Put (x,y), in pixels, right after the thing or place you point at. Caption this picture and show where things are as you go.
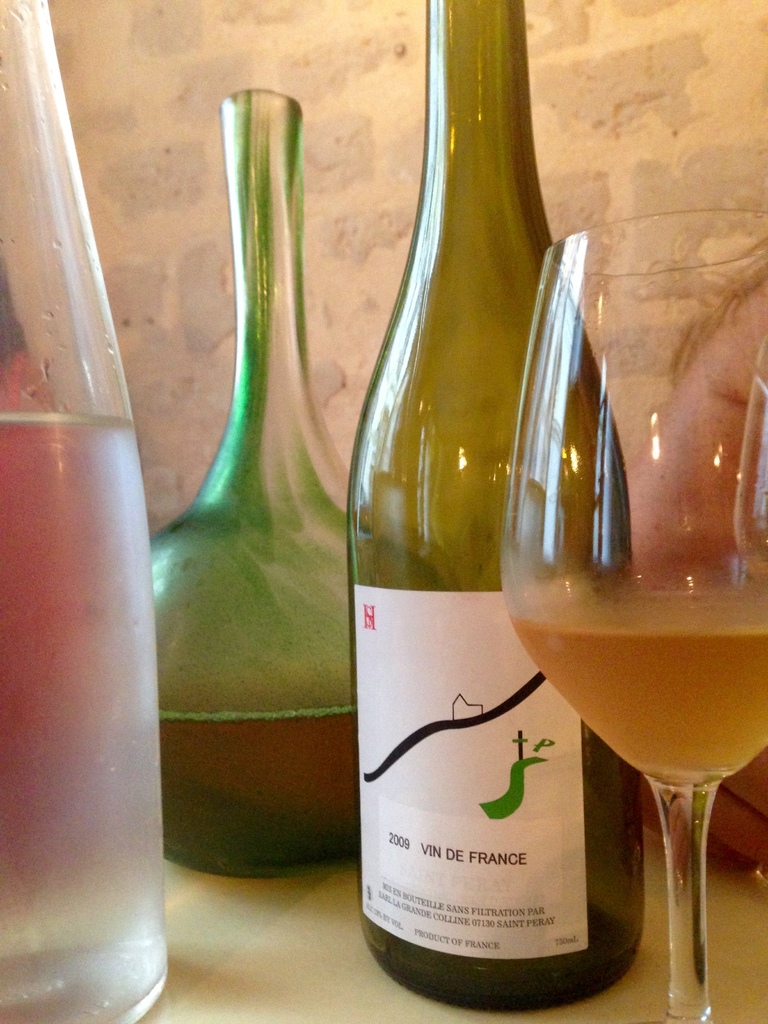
There are few bottles (54,785) and a glass (529,629) with some drink (713,604) in it.
